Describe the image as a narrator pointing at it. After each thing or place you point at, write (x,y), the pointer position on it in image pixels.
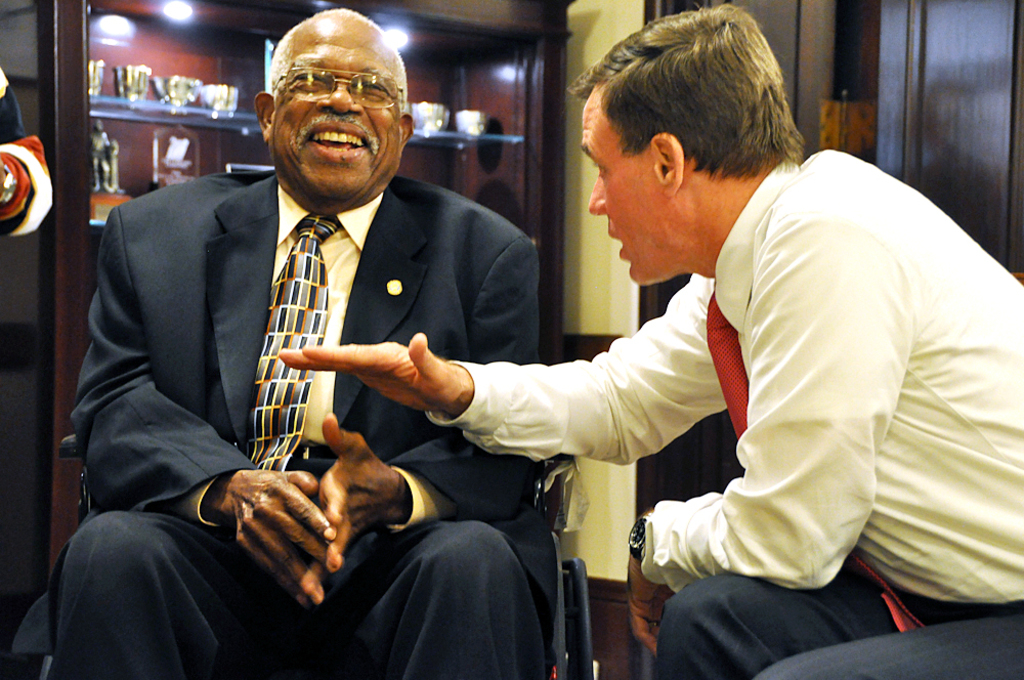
There are two men (324,287) sitting on chairs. Person (374,238) on the left (299,223) is wearing specs (318,95). In the back (61,100) there is a cupboard (186,60). Inside the cupboard (179,29) there are lights (183,12), bowls (168,95) and many other items (94,160). Also there is a wall (595,311) in the background (595,297).
